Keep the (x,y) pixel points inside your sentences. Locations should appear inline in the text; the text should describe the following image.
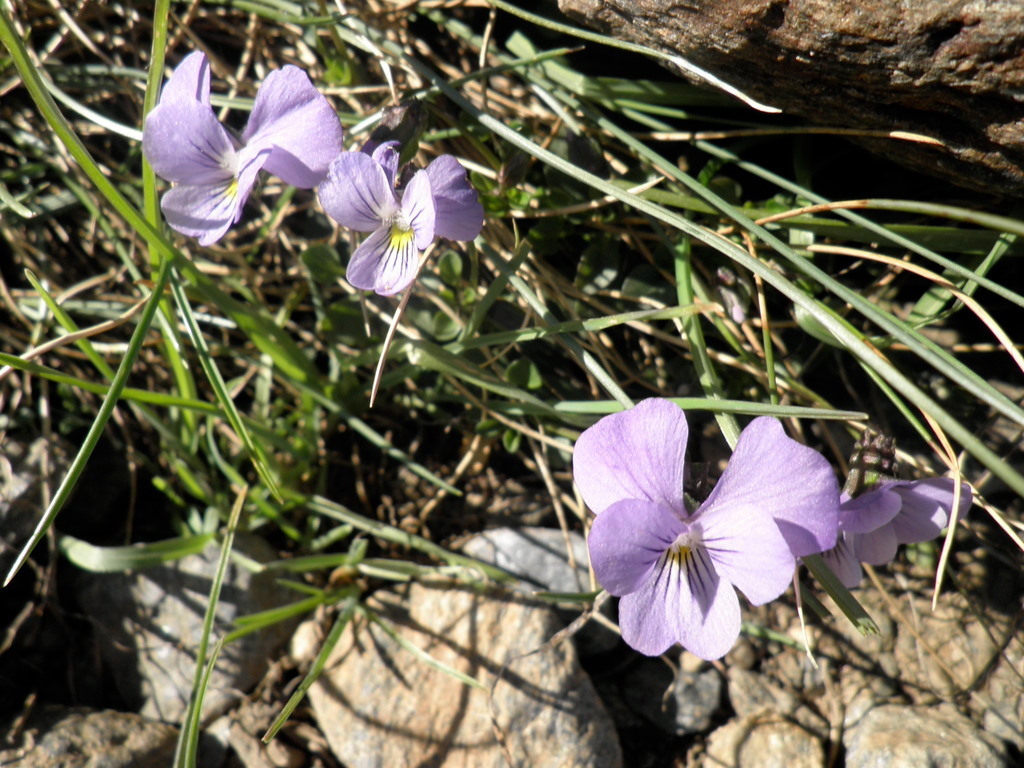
In this image we can see flowers (596,426) of a plant (514,361). In the background (509,535) there are stones (458,709).
